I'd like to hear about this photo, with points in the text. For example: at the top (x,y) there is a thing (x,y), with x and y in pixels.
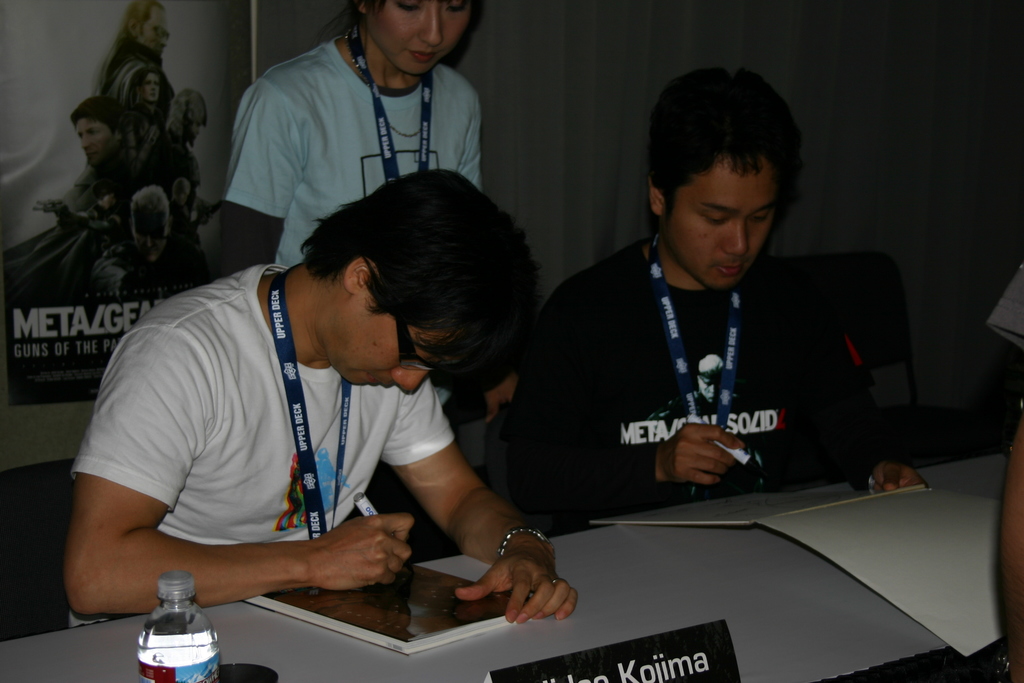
In this picture we can see two men (542,405) wearing badges (313,505), holding markers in their hands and writing something on boards (737,500). On the table (814,565) we can see paper (895,546), name board (662,660), bottle (210,633). On the background (8,42) we can see poster (175,91) and a person (387,77) standing.
